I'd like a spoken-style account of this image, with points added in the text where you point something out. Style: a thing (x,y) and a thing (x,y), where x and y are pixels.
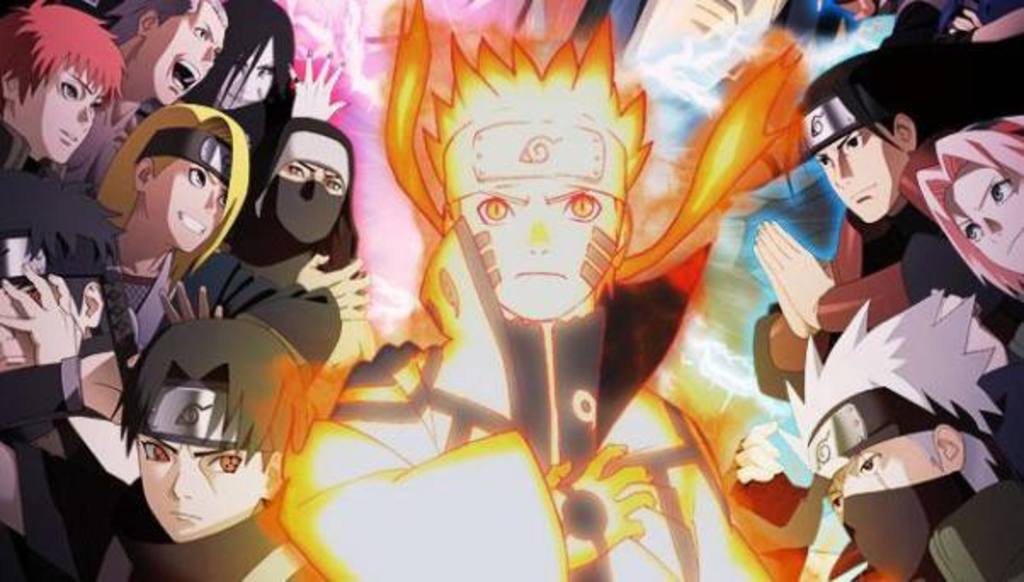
In this image, we can see depiction of persons (154,160).
